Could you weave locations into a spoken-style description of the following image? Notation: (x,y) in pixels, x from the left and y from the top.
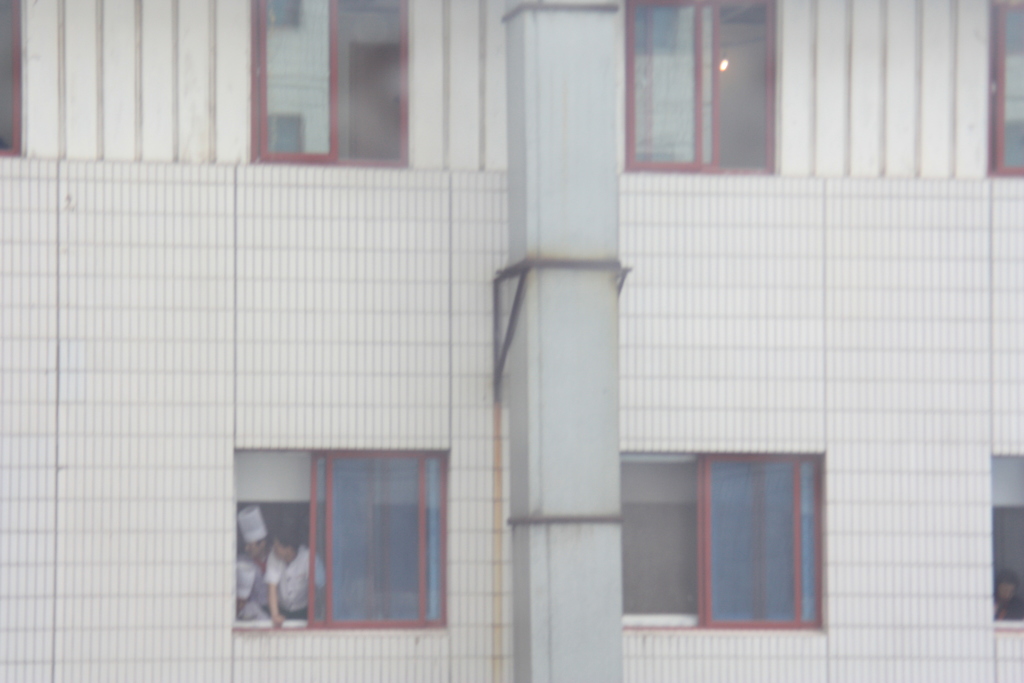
In this image I can see a white color building (889,175) and number of windows (385,542). In the center (615,257) I can see an AC duct (544,30). On the bottom side (1002,593) I can see few people (295,610) through the windows (354,522) and on the top right side (725,65) I can see a light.
